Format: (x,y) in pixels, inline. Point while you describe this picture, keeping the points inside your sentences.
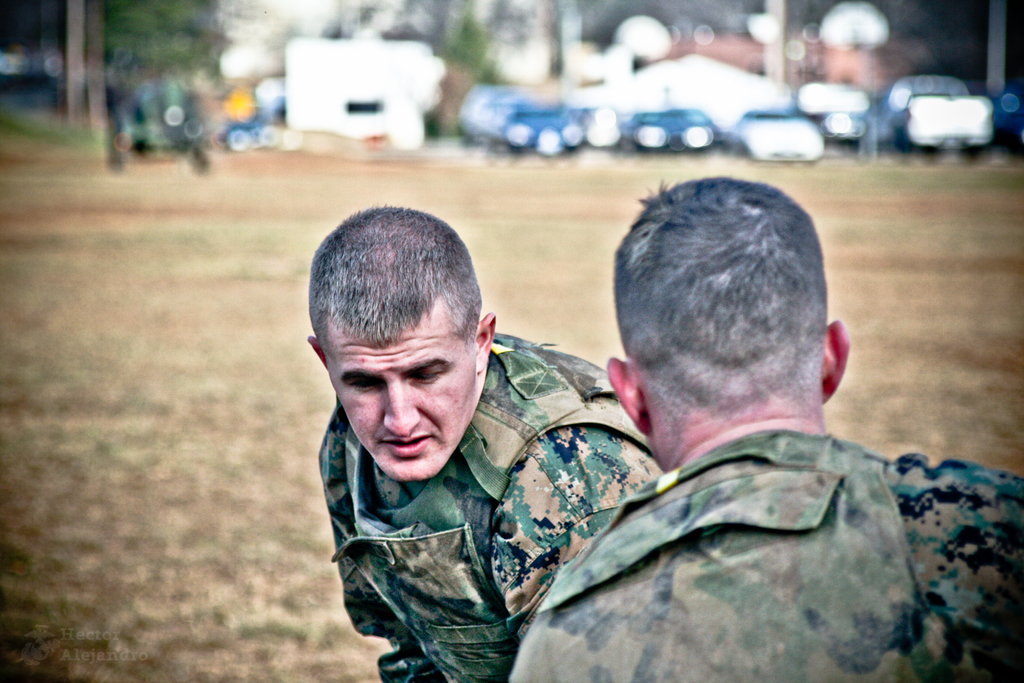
In this image we can see two people (508,544) wearing uniforms (707,566). In the background (179,118) there are vehicles (396,127) and trees (130,49).
